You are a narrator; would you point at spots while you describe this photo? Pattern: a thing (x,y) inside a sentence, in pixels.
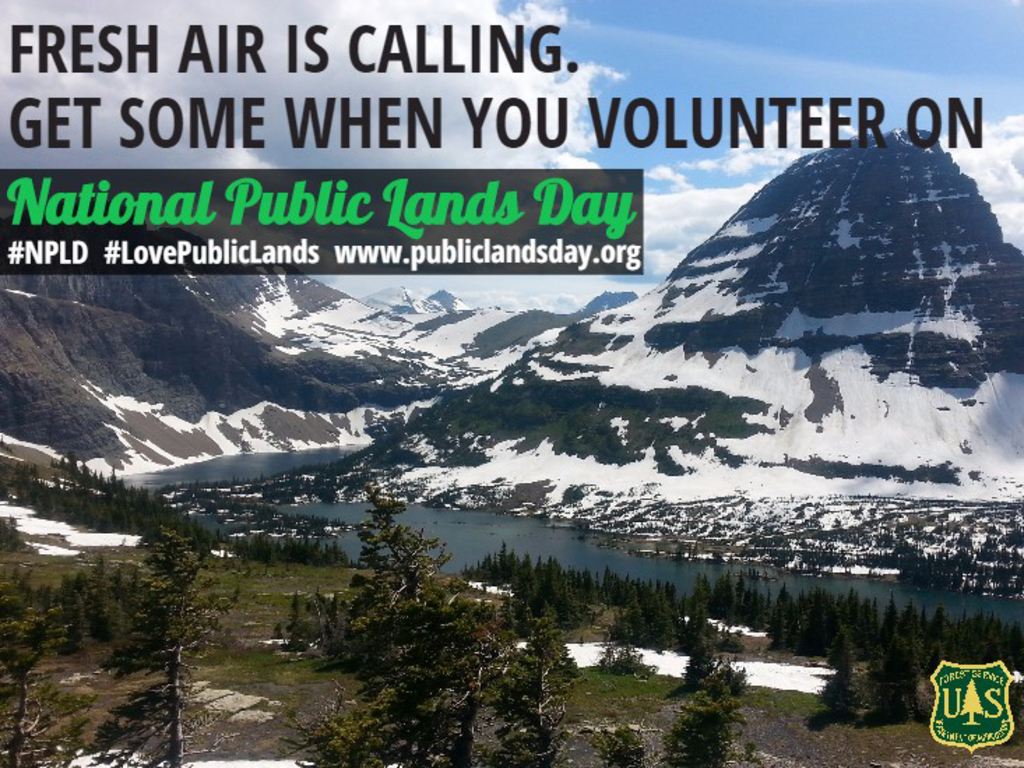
At the bottom of this image (283,662) I can see many trees (167,576) on the ground (265,609). In the background (470,544) there is a lake (502,542) and some mountains (594,342). On the top of the image (817,36) I can see the sky (783,55) and clouds (680,213). On the top left of this image (198,107) I can see some text (466,215).
